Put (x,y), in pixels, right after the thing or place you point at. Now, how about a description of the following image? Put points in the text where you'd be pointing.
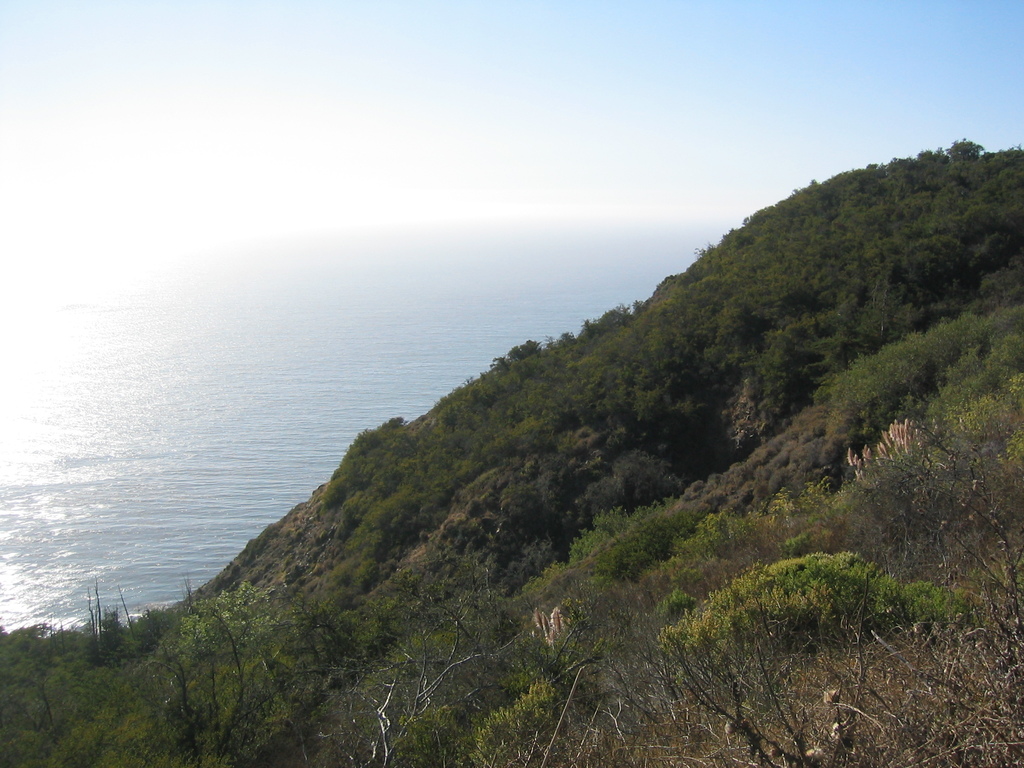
This picture shows trees (853,258) on the hill (880,399) and we see water (426,407) and a blue sky (485,160).
